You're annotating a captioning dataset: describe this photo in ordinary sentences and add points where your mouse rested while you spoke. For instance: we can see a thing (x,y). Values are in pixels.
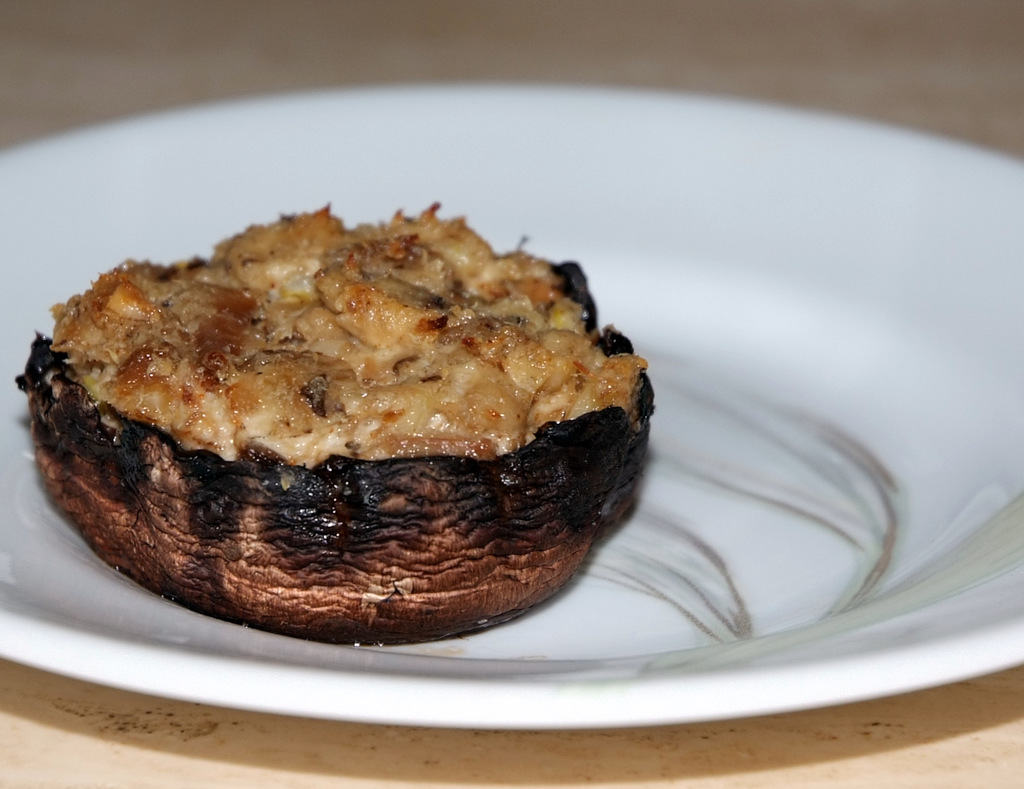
In this image in the center (673,515) there is a plate (793,266) and in the plate (637,118) there is some food (313,420), at the bottom (69,723) it looks like a table (551,752).
